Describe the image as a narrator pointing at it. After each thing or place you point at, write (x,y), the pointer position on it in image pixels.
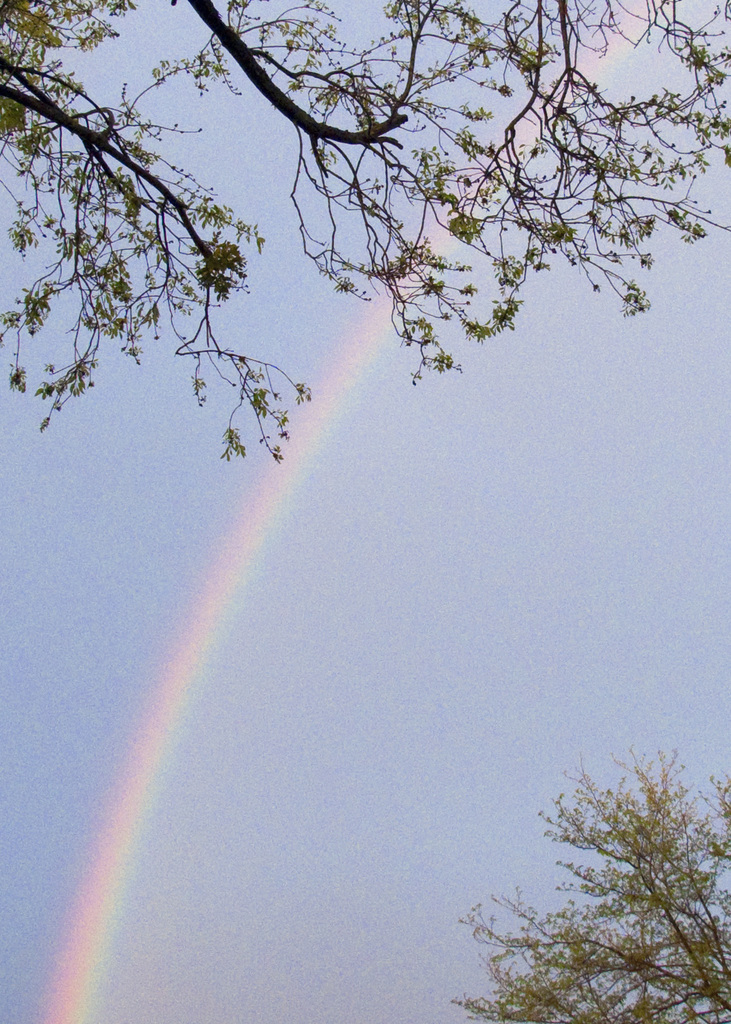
In this image we can see branches (679,934) at the top (311,88) and bottom of the image (652,851). In the background (438,565) there is sky (270,573) with rainbow (208,600).
